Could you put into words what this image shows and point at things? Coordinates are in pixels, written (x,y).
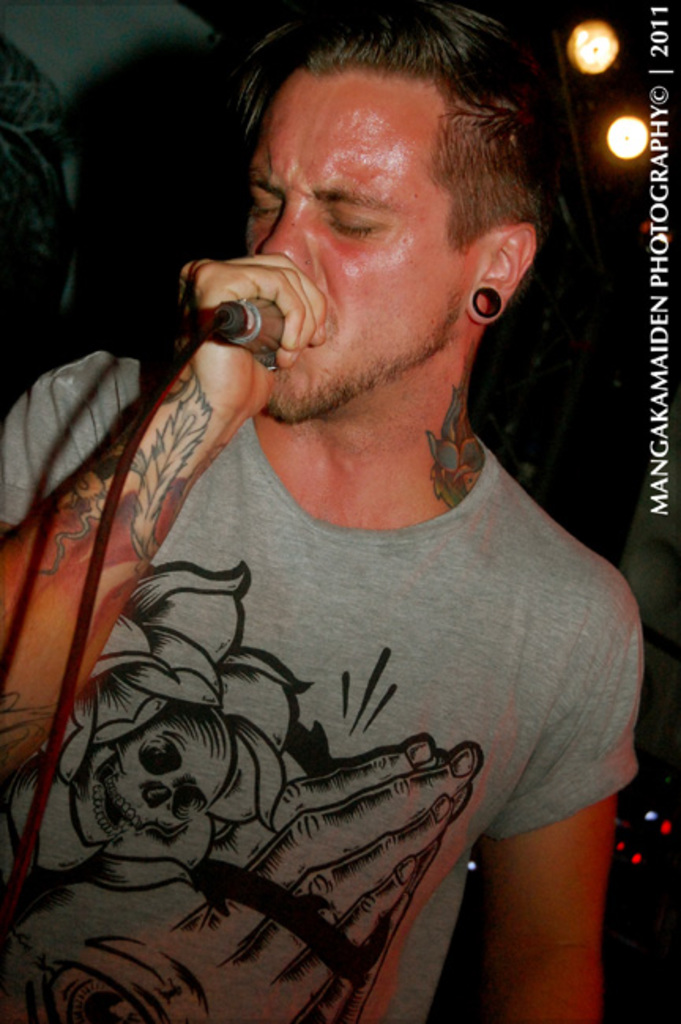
In this picture we can see a man (310,291) holding mic (248,327) with his hand (235,296) and singing and in background (601,38) we can see light (601,38).
